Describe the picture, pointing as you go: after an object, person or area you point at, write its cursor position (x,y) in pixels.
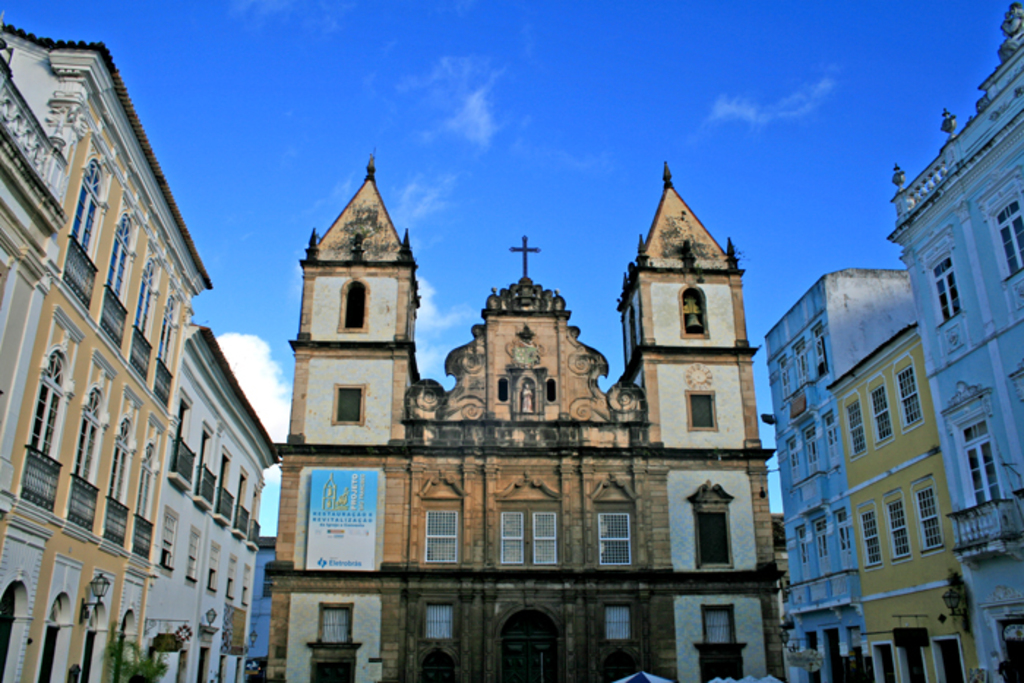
In this image there are buildings (616,521). In the background (575,185) there is sky (551,73). On the left (136,670) there is a tree (139,671).
